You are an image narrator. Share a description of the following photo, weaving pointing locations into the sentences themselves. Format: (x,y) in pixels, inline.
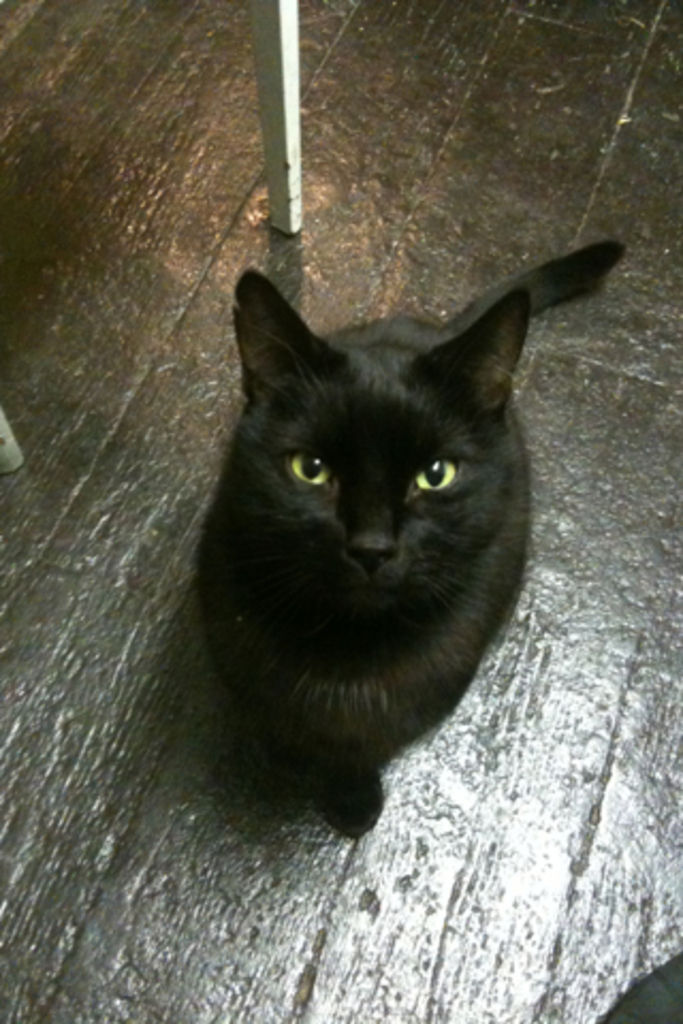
This picture seems to be clicked inside. In the center (350,560) there is a black color cat (385,541) seems to be sitting on the ground (493,742). In the background (278,21) there is a white color metal rod (284,114).
